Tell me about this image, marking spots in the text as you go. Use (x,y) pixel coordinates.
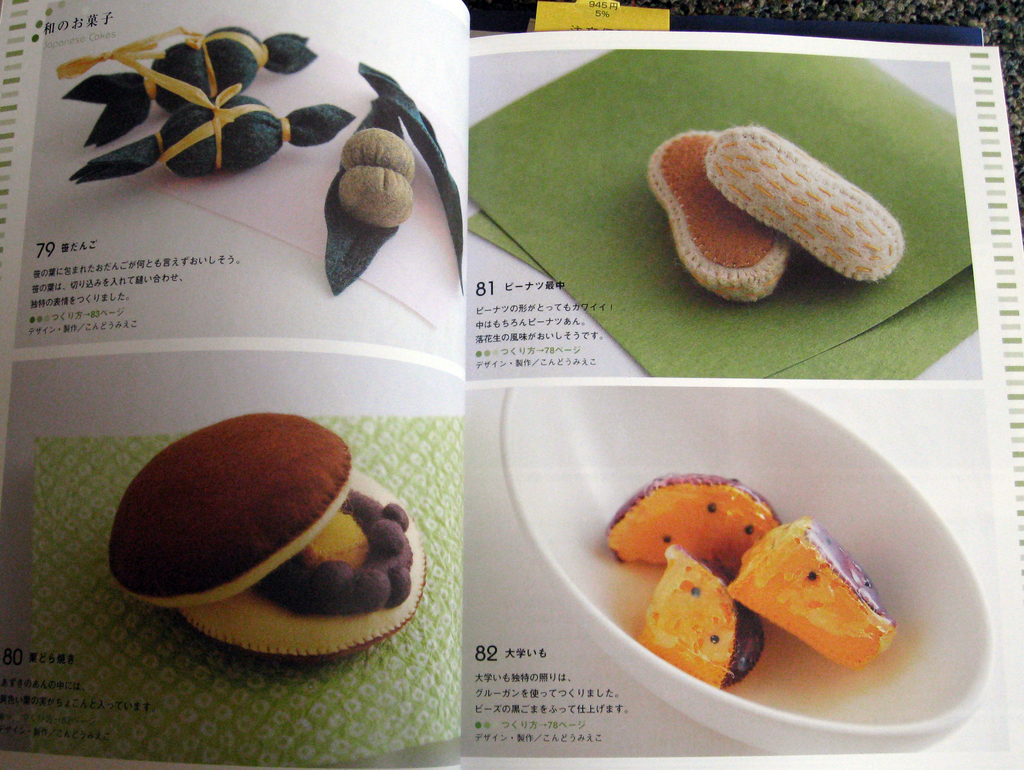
In this image in the foreground (967,407) there is one book (132,316), in that book (737,460) we could see some text (106,327) and dorayaki (270,514), a bowl (606,622) and some food items (827,606).
